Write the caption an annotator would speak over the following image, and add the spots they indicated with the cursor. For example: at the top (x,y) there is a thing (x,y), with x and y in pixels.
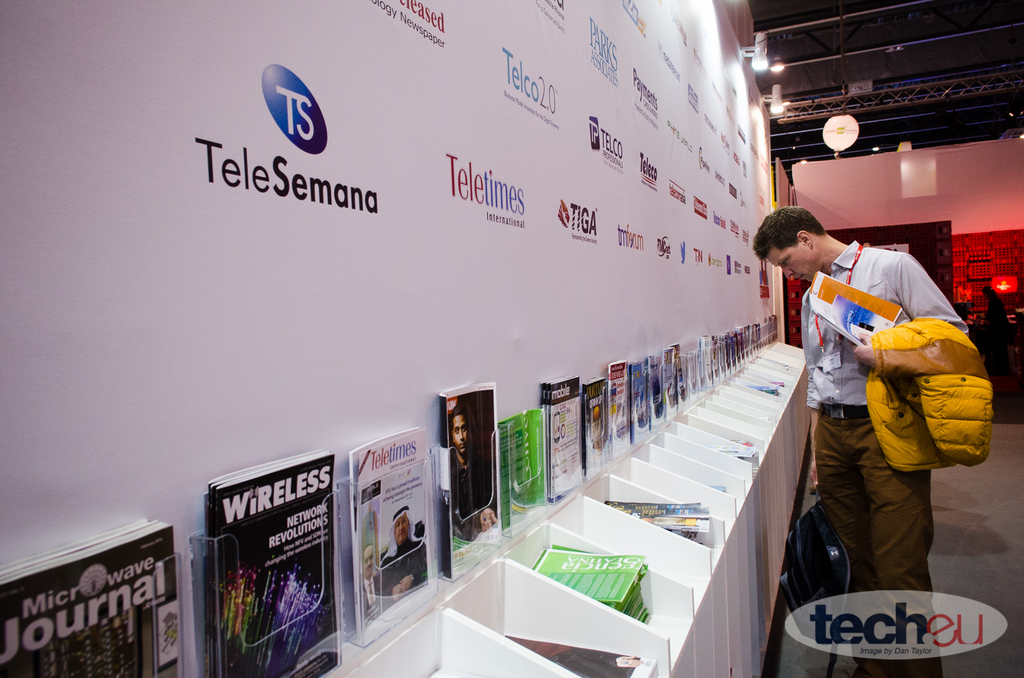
There is one person (849,383) standing and holding a jacket (881,381) and a book (847,320) on the right side of this image (886,340), and there is a wall (875,238) in the background (931,227). We can see there is a wall poster (463,296) on the left side of this image (227,212). There are some books (106,598) kept in the racks (494,614) at the bottom of this image (534,645). There is a watermark (870,629) at the bottom right corner of this image (890,631). There is a backpack (827,584) on the left side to this watermark (881,600).
